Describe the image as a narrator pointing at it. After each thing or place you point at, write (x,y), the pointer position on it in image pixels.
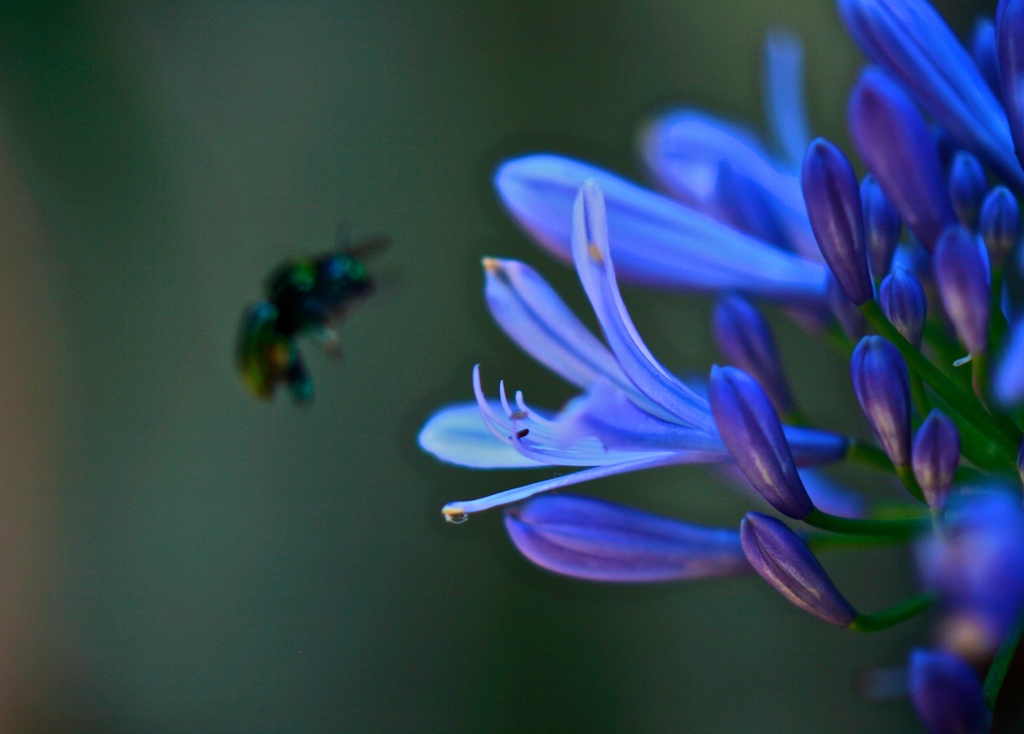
In this image I can see few flowers (748,407) which are blue and purple in color. I can see an insect (339,272) flying in the air and the blurry background (438,149).
